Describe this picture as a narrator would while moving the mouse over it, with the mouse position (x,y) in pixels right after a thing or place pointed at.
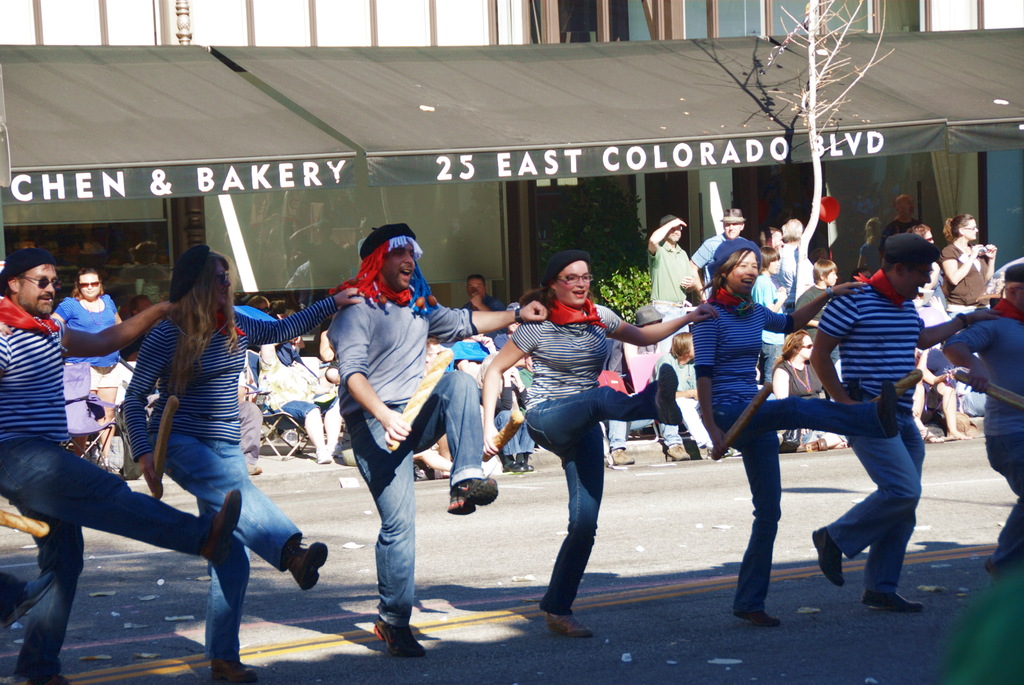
In this image we can see people (303,584) dancing. They are holding breads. In the background (300,406) there is crowd (516,373) sitting and some of them are standing. On the right (834,5) there is a tree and we can see a shed (955,131). There is a plant (629,266).
